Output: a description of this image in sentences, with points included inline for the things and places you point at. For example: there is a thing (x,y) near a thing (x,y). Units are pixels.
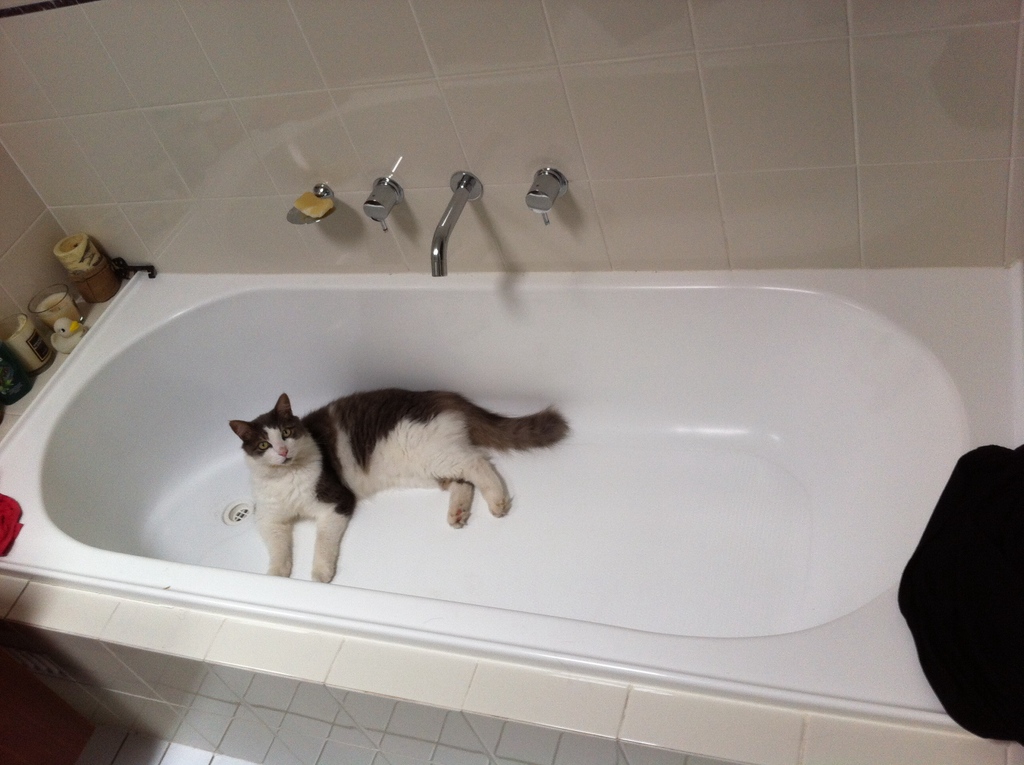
In this image we can see a cat (385,468) in the bathtub (637,494). We can see objects (53,316) on the left side of the image (90,273). There is a black color object (963,604) on the right side of the image (960,608). At the top of the image (703,70), we can see a wall (578,247). We can see tap (457,208), soap containers (295,220) and holders (375,209) are attached to the wall (584,179).
